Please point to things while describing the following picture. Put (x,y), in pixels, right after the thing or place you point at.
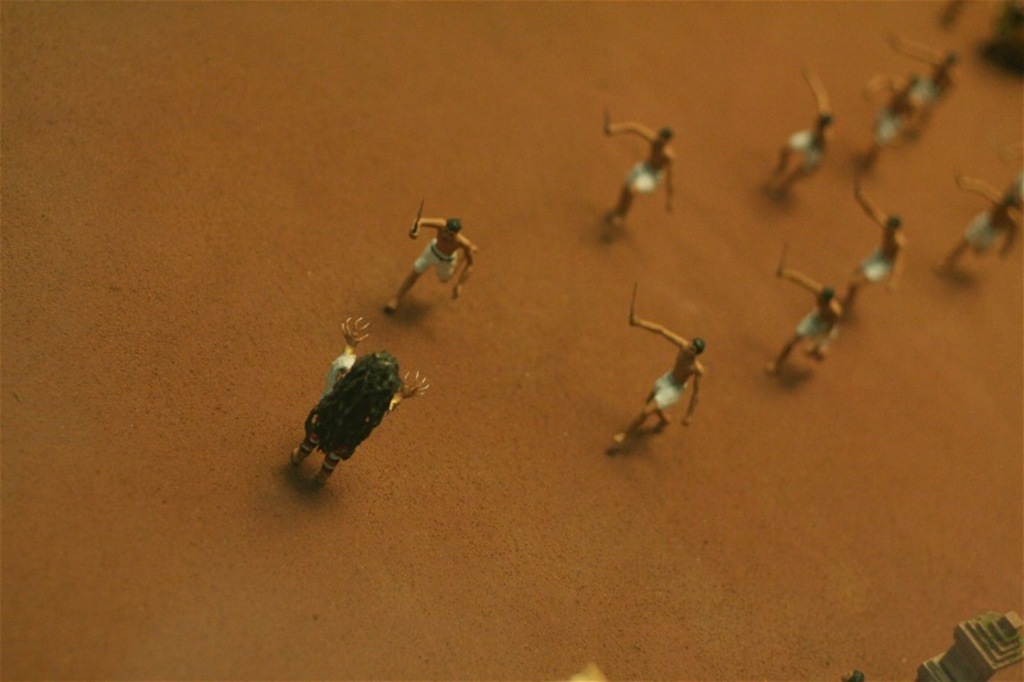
This is completely an toyworld picture. This are toys (657,179).
